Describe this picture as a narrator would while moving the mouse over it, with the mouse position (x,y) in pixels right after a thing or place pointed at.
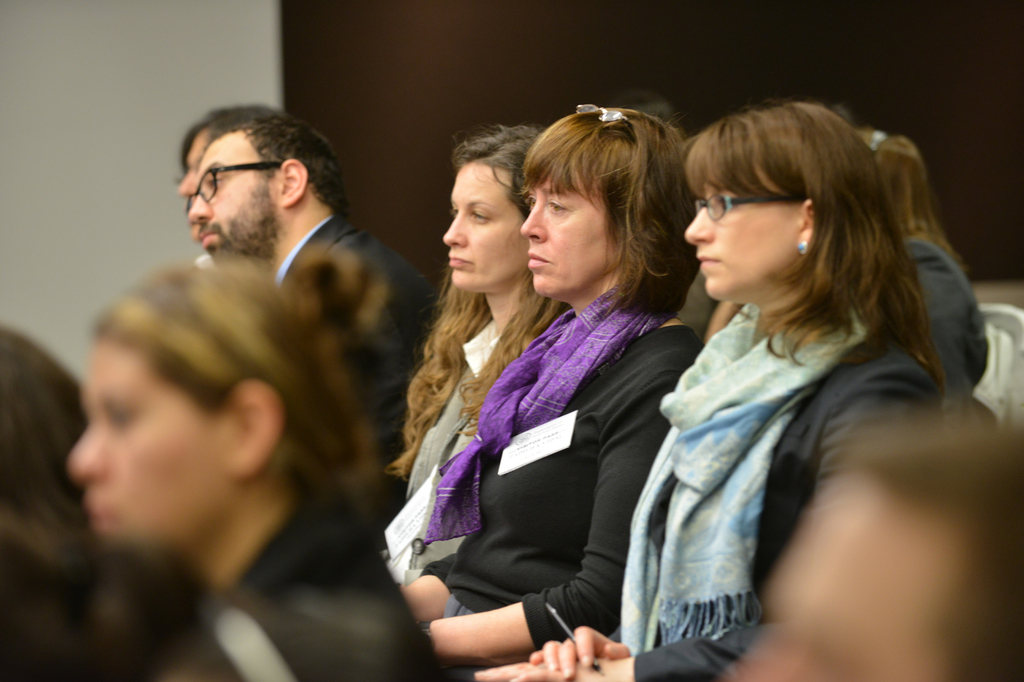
The foreground of the picture (255,495) is blurred. In the center of the picture (569,301) there are women (754,332) sitting in chairs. In the background (272,190) there is a person (351,251) in suit (392,285).
